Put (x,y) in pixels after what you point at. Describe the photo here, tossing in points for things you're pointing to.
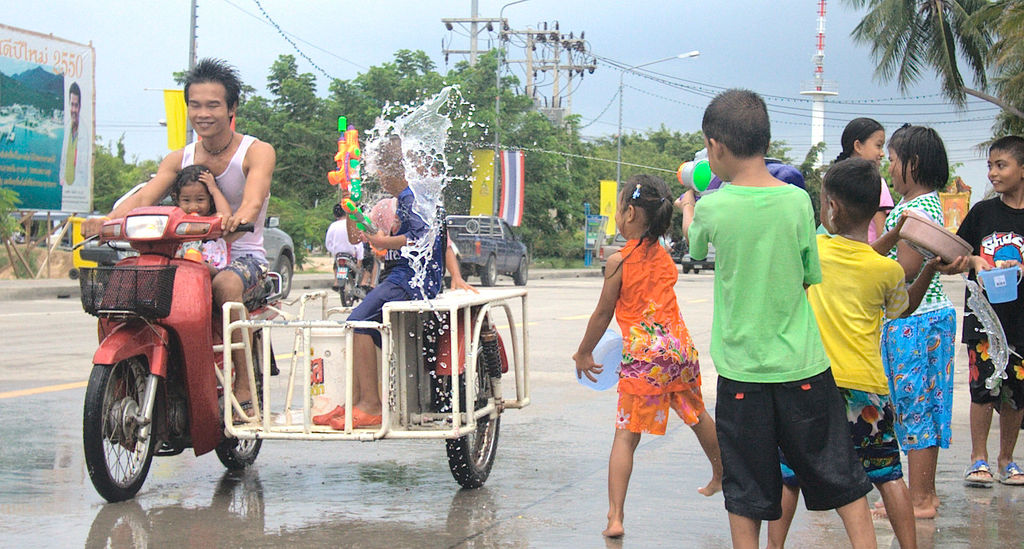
In this picture we can observe a person (254,195) driving a bike (174,347). There are some children (201,205) on this bike (207,233). We can observe maroon color bike (157,333). On the right side (940,292) there are some children (762,284). We can observe a poster (58,95) on the left side (34,123). In the background (311,143) there are trees (522,129), poles (528,61) and a sky (663,36).
